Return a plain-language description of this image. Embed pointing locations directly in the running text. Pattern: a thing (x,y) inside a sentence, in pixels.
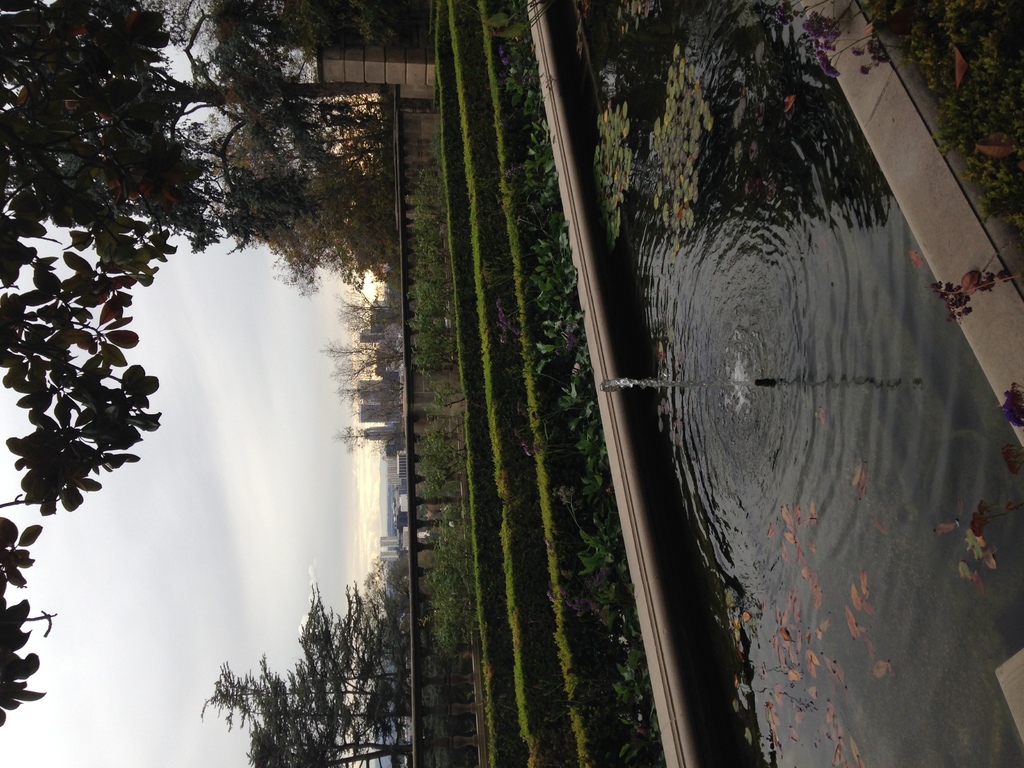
In this image, we can see water (632,51), there are some plants (592,549) and trees (377,679), we can see the wall (425,78) and there is a pillar (410,84), we can see the buildings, we can see the sky (213,508).
